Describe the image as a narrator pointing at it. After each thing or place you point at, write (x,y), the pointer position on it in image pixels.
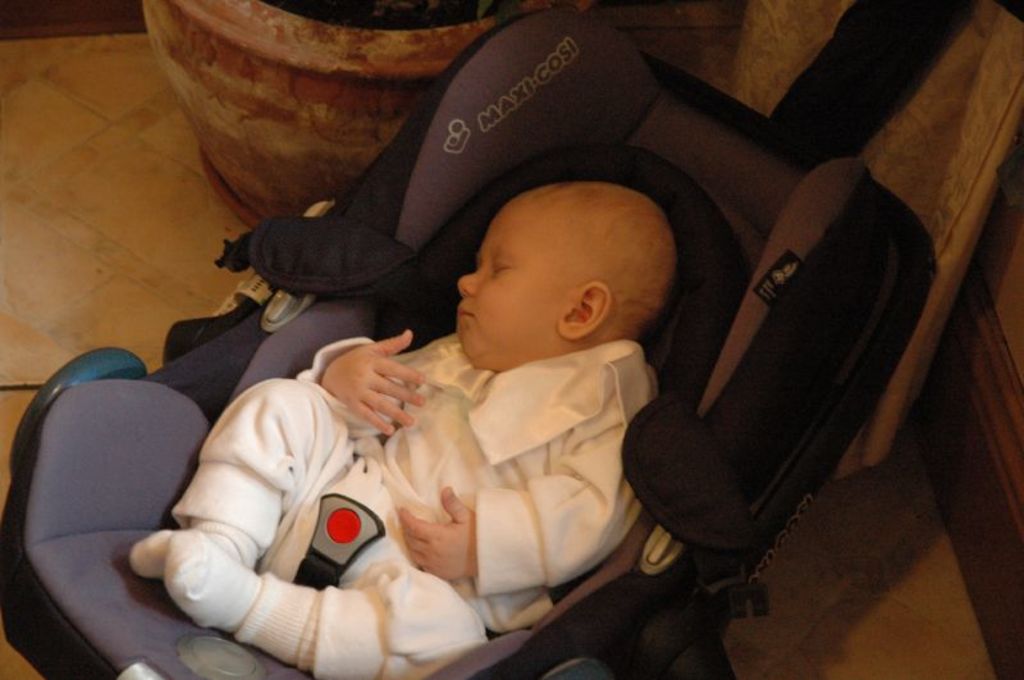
This image consists of a baby (420,455) sleeping in a car seat (230,633). At the bottom (855,620), there is a floor (870,568). On the left top (233,74), we can see a potted plant (296,48). On the right (1008,413), it looks like a door (1008,456).
